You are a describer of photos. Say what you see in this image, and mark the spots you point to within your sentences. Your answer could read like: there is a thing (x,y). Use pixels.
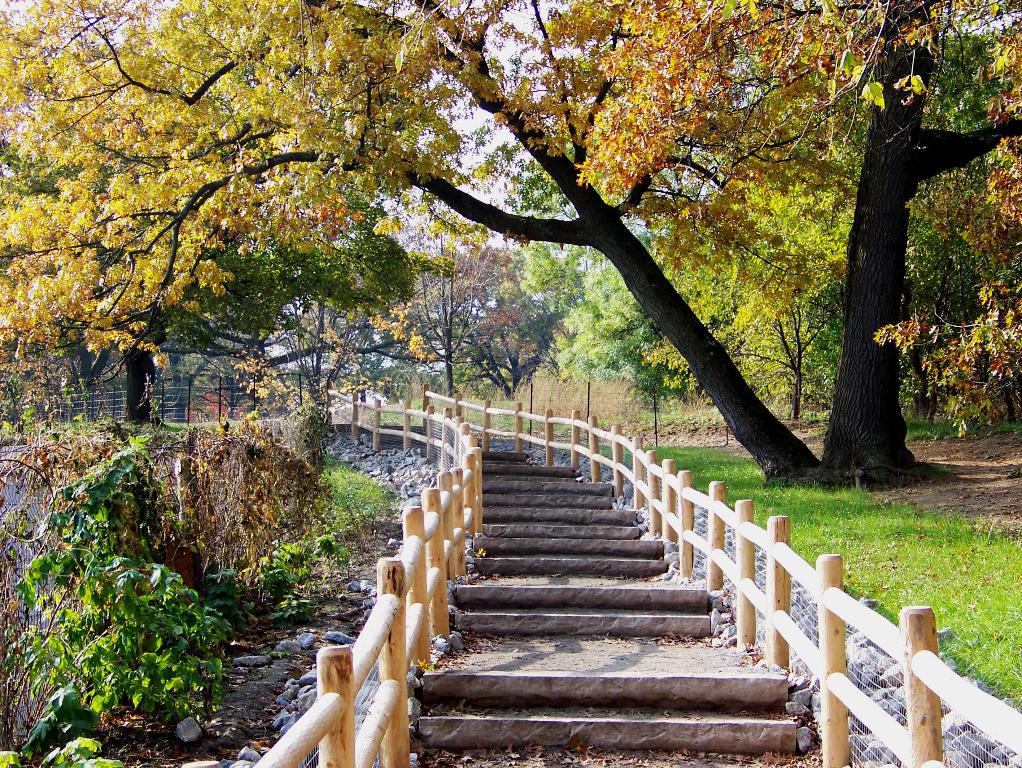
In the image we can see stairs (547,588), fence (437,576), stones (289,690) and plants (107,589). Here we can see the grass (907,521), mesh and trees (588,259).
